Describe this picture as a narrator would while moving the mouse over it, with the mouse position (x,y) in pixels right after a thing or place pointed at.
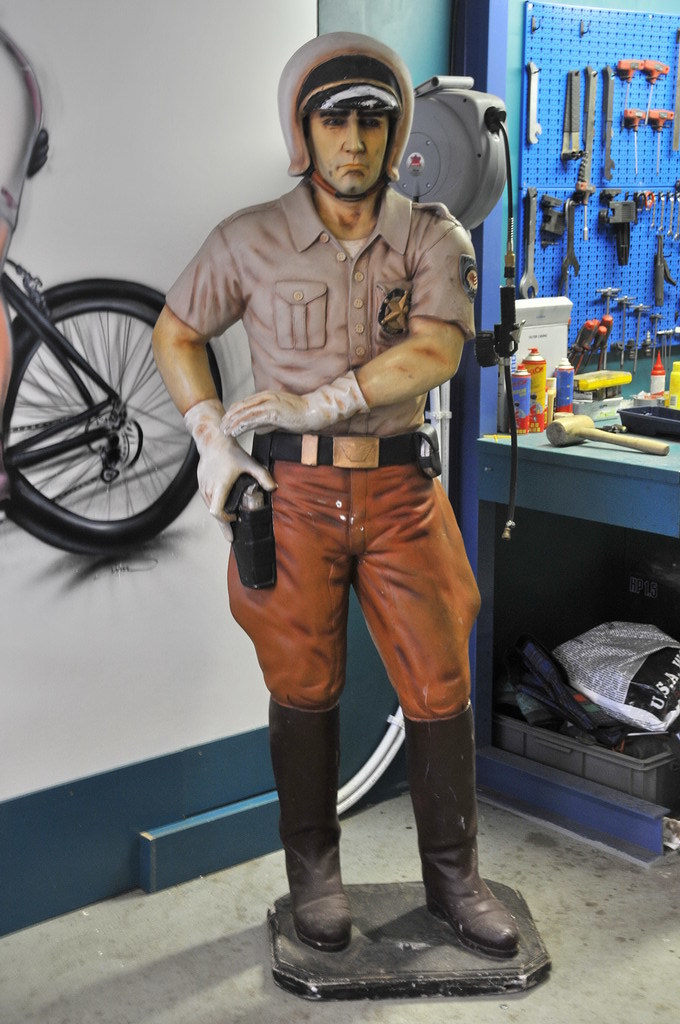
In this image we can see a statue (395,975), basket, hammer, bottles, tools (583,330), and few objects (543,685). In the background (4,673) we can see picture (140,458) of a wheel (126,326) on the wall (15,29).
